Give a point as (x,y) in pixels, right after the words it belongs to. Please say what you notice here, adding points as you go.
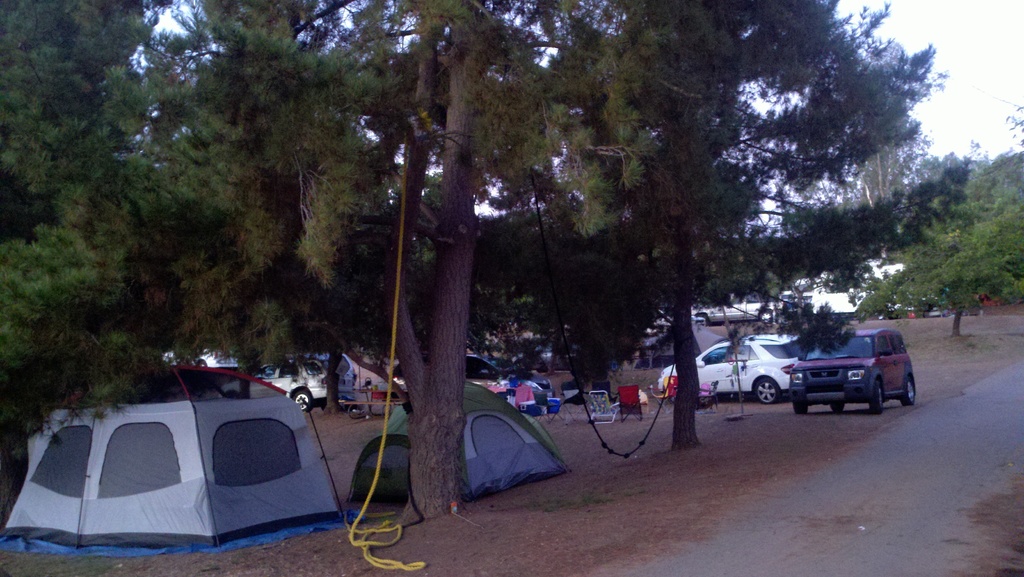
In the foreground of the image (269,516) we can see some tents (481,458) placed on the ground (252,549), some ropes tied to trees (608,271). In the center of the image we can see group of vehicles (847,373) parked on the ground (582,409), a group of chairs (596,408), containers (528,404) and table (398,404) placed on the ground (608,434). In the background (961,222), we can see a group of trees (956,204), pathways (1020,428) and the sky (989,44).
